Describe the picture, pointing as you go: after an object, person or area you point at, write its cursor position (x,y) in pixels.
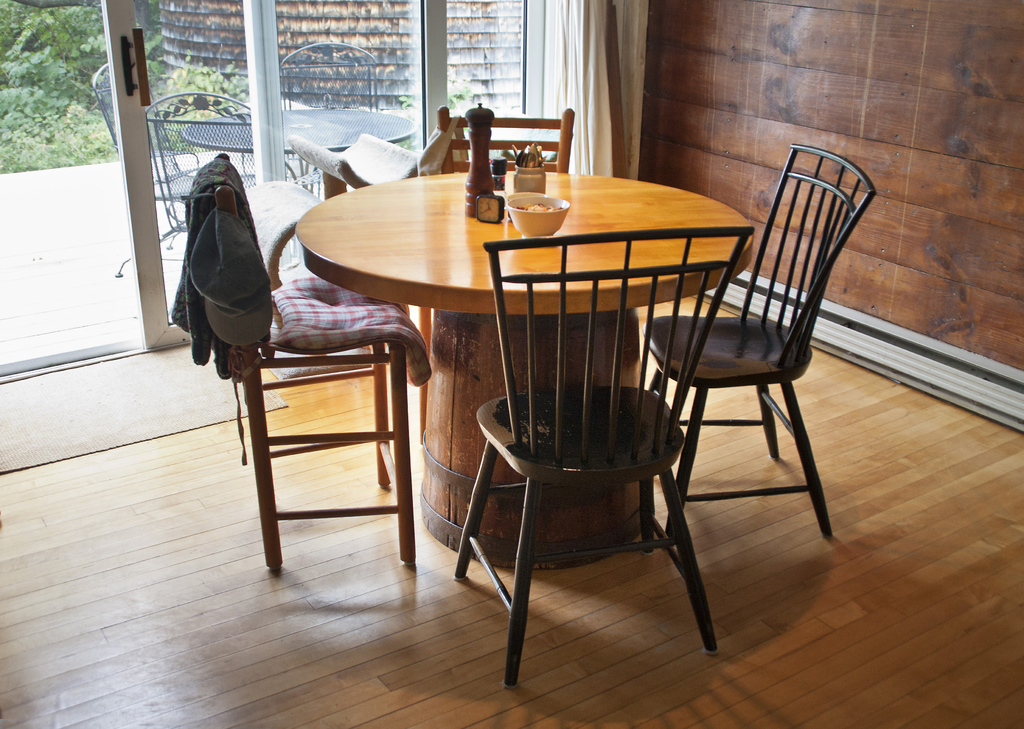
Here we can see a table (445,252) and chairs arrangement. Here we can see a glass door (205,68).
